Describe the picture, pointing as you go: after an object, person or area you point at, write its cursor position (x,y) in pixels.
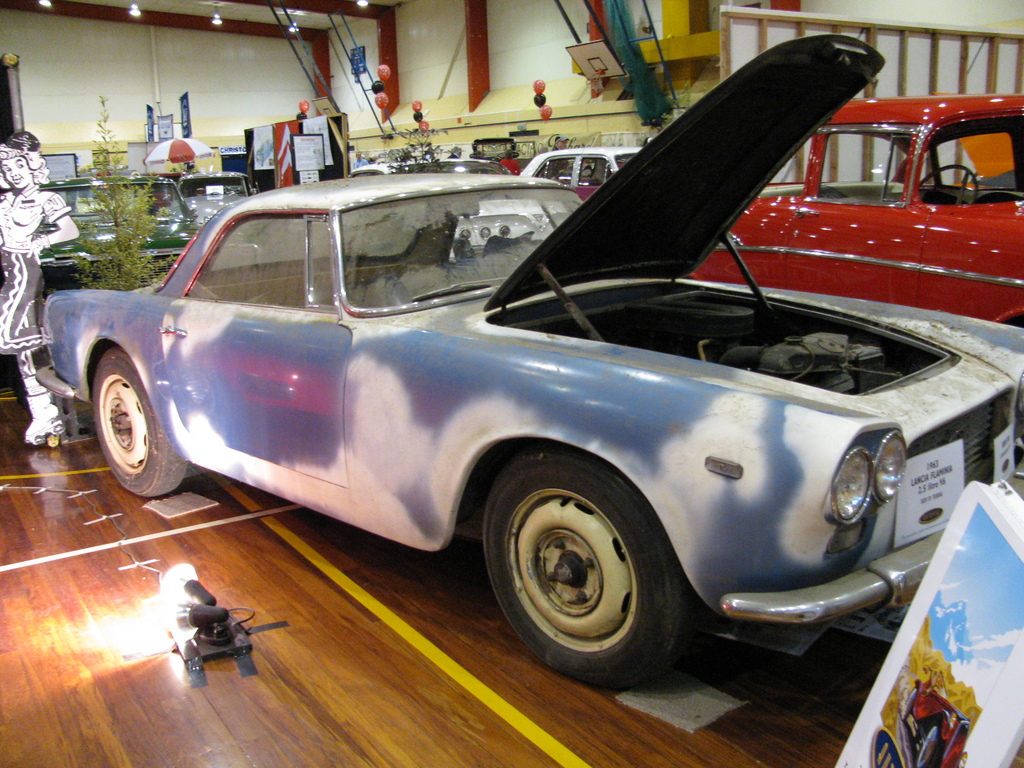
In this image I can see number of cars (455,224), number of plants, number of boards (160,117) and I can also see number of balloons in the background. On the top left side (201,10) and on the bottom left side of this image (194,582) I can see number of lights (135,5).
